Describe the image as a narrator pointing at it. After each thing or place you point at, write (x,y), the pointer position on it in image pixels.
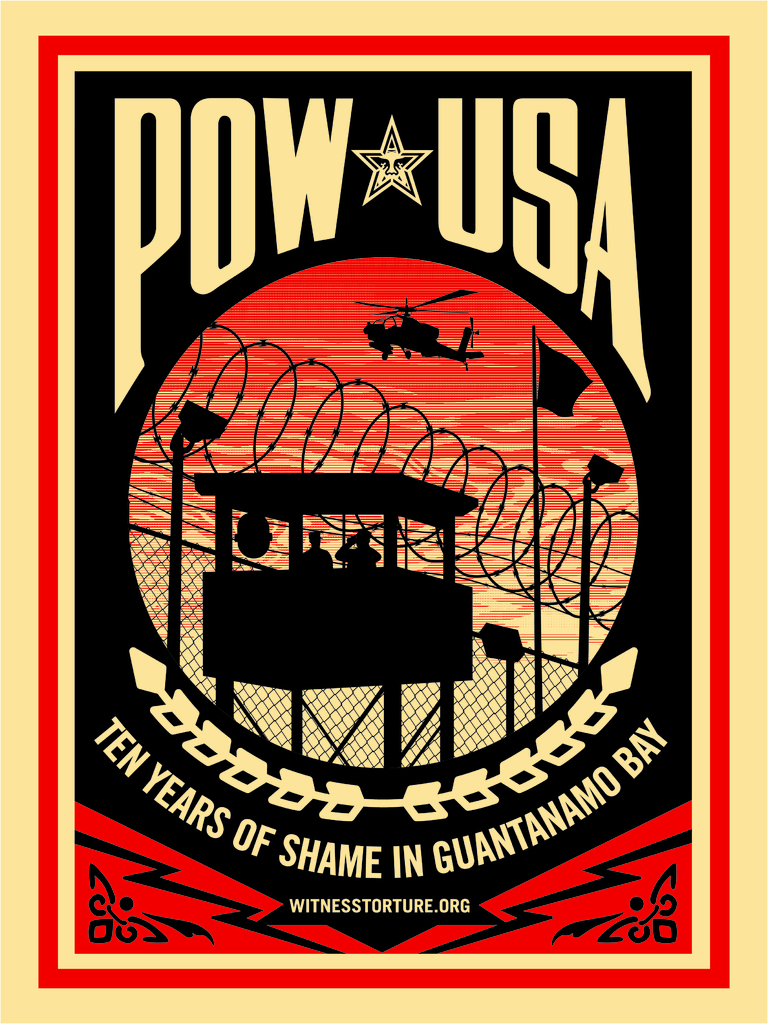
In this image we can see an advertisement (296,607). In this advertisement (383,549) we can see men (370,552) standing in the shed (409,596), fences (134,552), helicopter (385,330), flag (546,382) and a flag post (539,669). At the top (457,117) and bottom we can see text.
